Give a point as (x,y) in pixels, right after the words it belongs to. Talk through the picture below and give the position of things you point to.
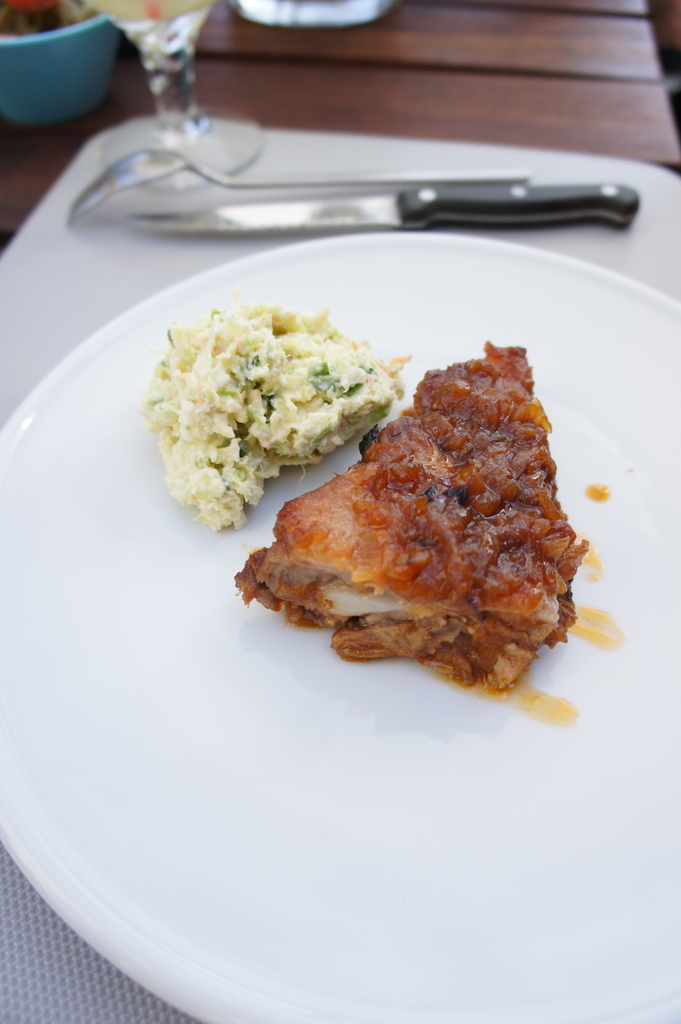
In this image there is a plate (234,590) on which there is food (384,489). Beside the food (378,481) there is a knife (216,218) and a spoon (194,180). On the left side (42,63) top there is a bowl (56,32), Beside the bowl (107,24) there is a glass (143,12). The plate (117,432) is kept on the mat (73,277), which is on the table (52,158).
